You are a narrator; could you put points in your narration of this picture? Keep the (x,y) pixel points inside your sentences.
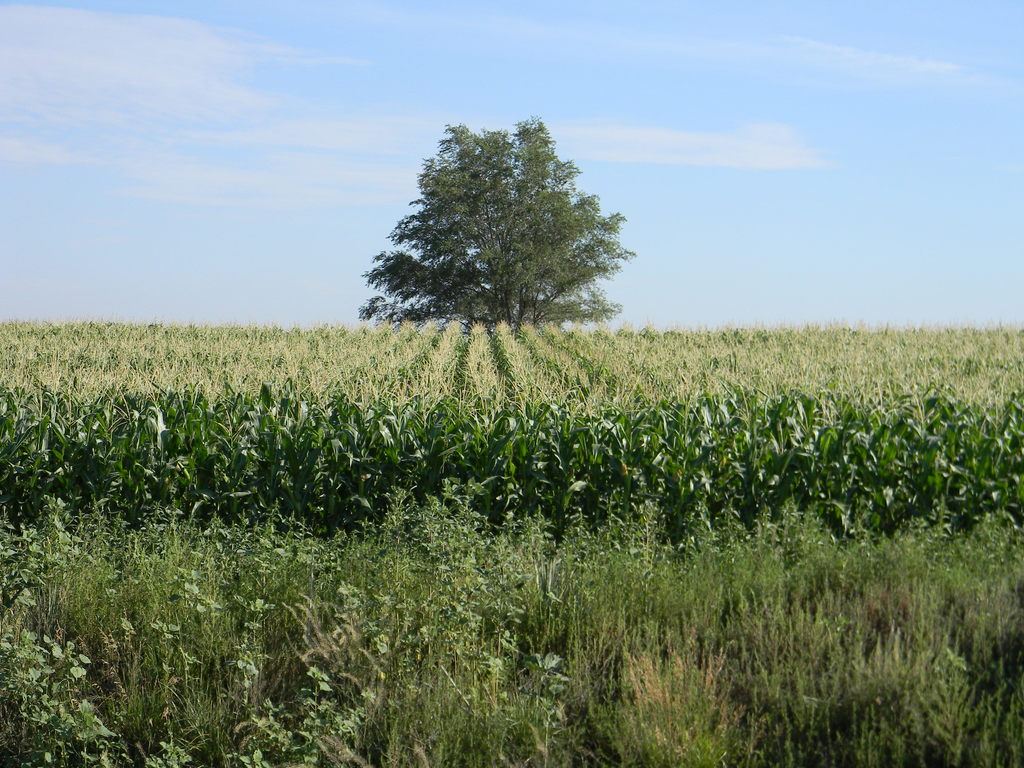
In this image in front (760,483) there are crops (563,464). In the background of the image (519,308) there is a tree (372,273) and sky (904,80).
